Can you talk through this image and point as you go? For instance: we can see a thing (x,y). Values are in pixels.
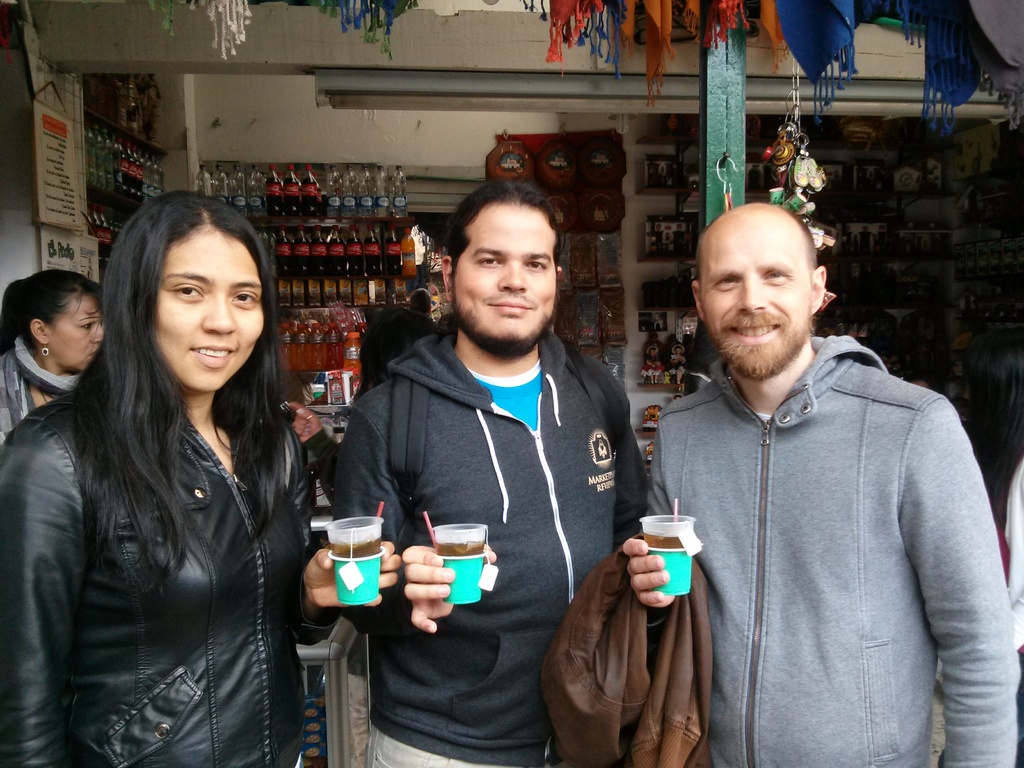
In this image there are people (268,538) standing and holding glasses (370,576). In the background (358,368) there is a store (358,368) and we can see goods (362,318) in the store (1000,292). At the top (215,43) there are clothes (560,3) and we can see boards (58,192).
